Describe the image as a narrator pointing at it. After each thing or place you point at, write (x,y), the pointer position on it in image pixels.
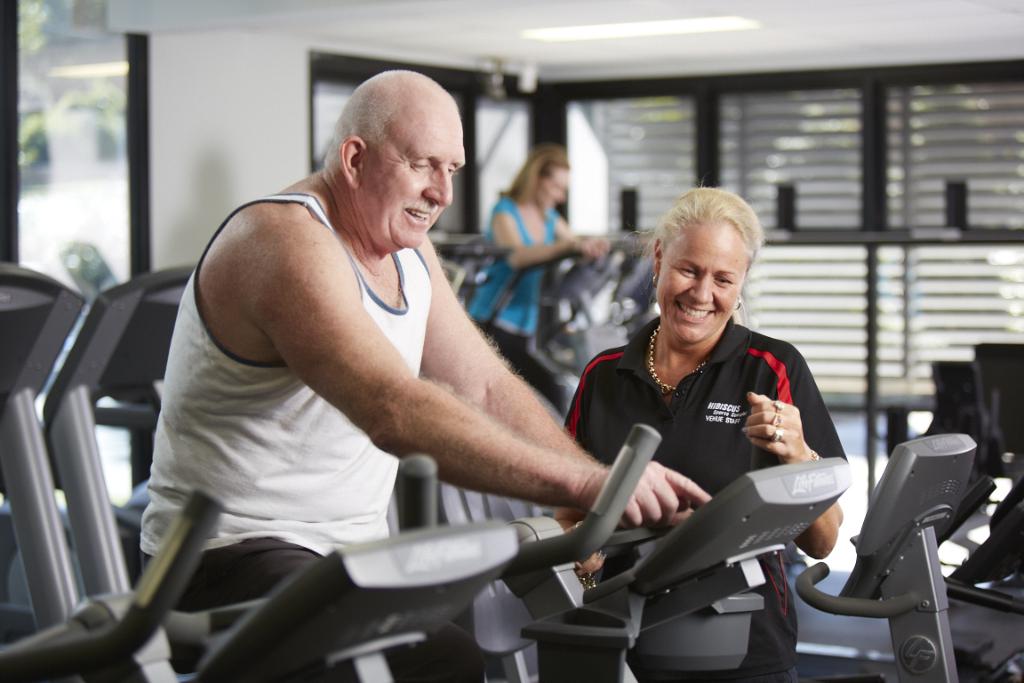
In this image two persons (462,325) doing cycling. Beside the person (359,325) who is wearing white T-shirt (397,340) there is a women (667,332). At the background (65,182) there is a door (69,163).
